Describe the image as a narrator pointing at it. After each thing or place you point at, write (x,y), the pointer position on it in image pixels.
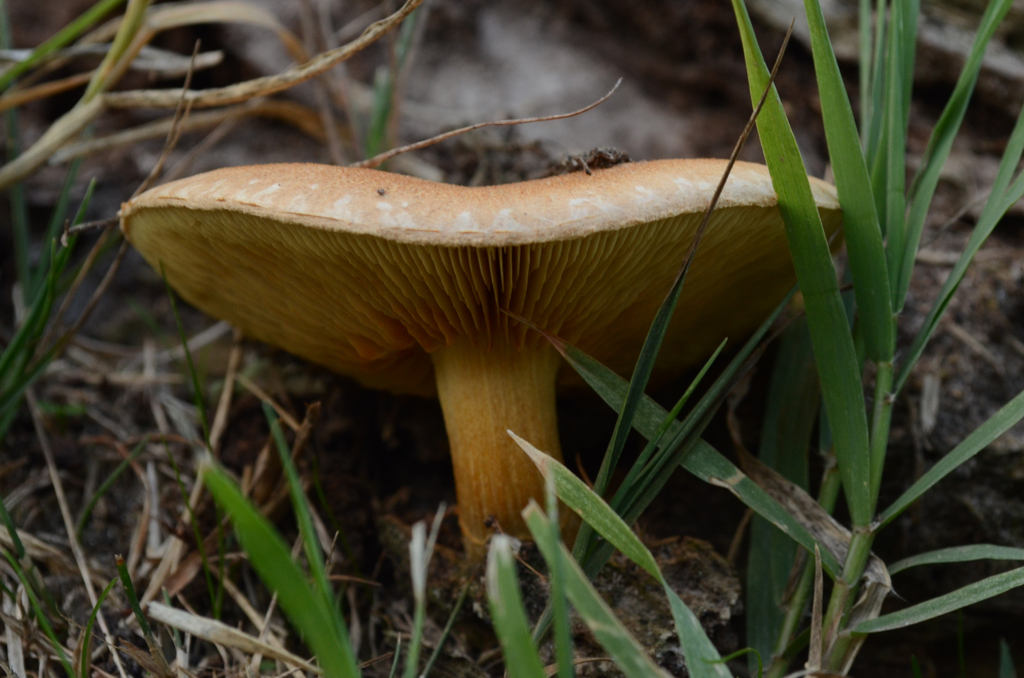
In this image I can see the grass (510,556) I can also see the mushroom (413,244).
